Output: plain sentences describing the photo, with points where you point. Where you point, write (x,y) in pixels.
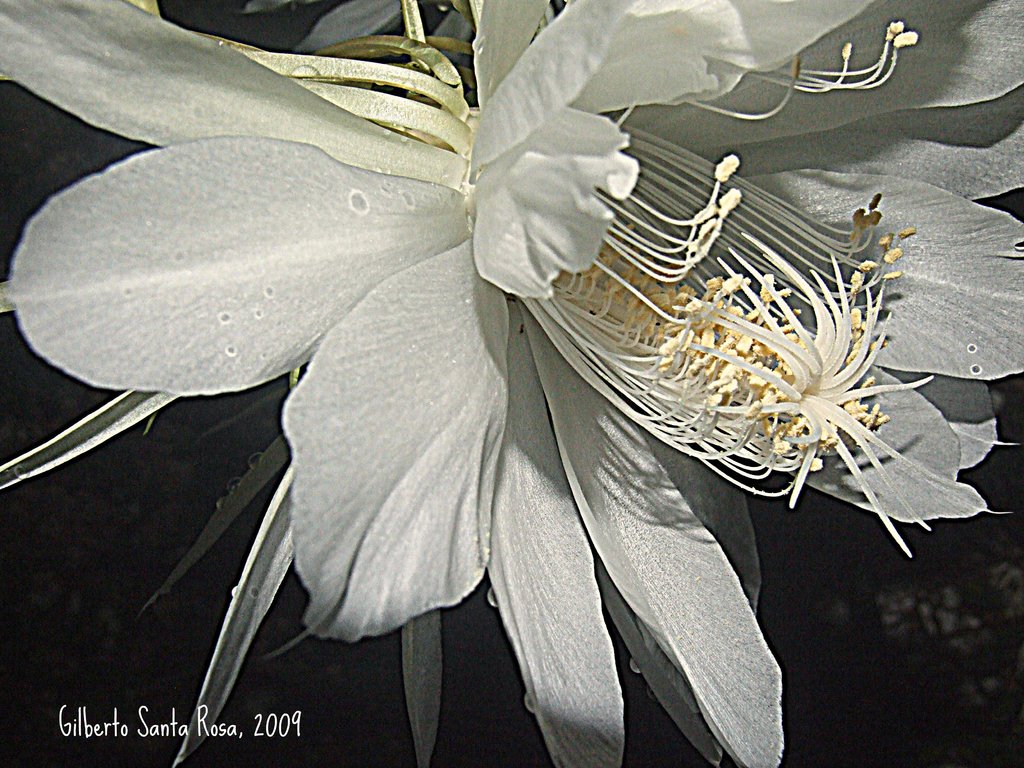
We can see flower (241,384). In the background (924,624) it is dark. In the bottom left side of the image (279,724) we can see text (206,711) and year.
